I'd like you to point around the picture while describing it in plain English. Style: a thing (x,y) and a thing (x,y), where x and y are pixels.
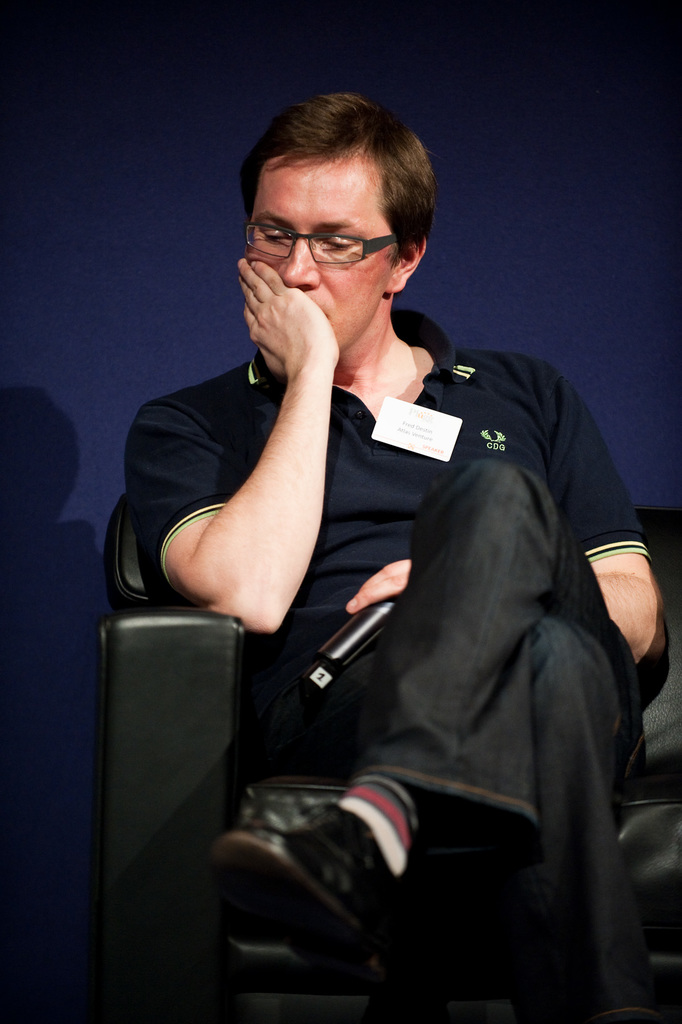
In this image I can see a person (399,517) wearing black colored dress (397,504) and black shoe (307,889) is sitting on a couch (217,718) which is black in color and holding a black colored object (306,695) and I can see the blue colored surface (151,322) in the background (116,280).
